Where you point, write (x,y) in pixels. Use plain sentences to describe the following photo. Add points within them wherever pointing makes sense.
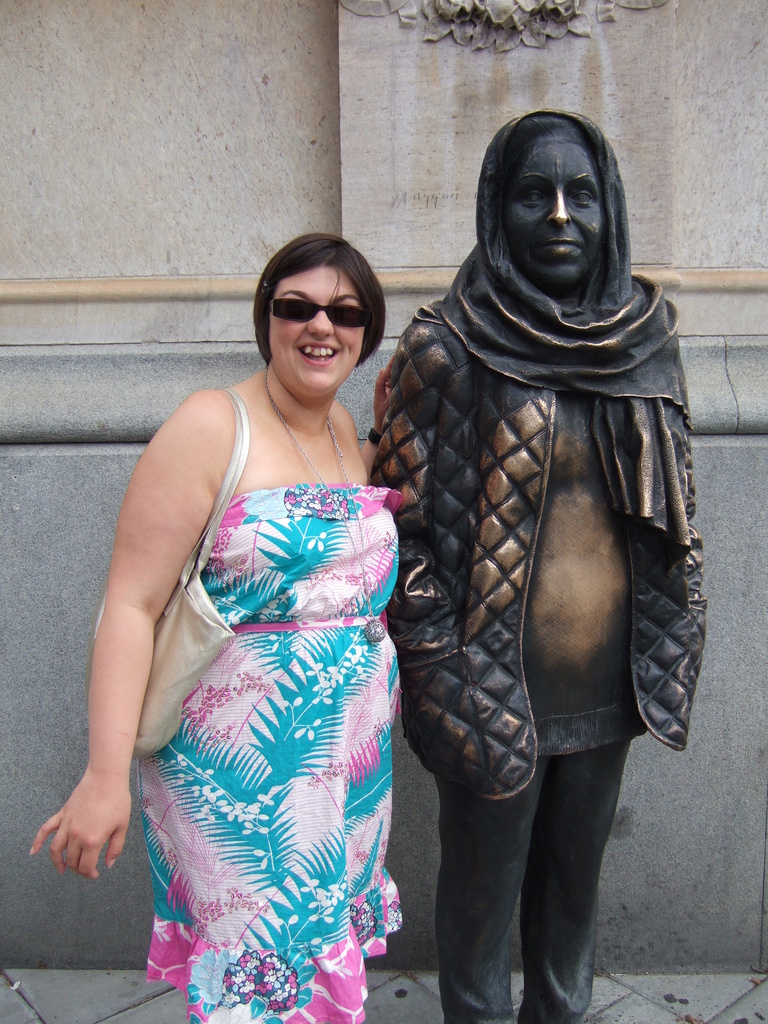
In the center of the image (360,539) a lady (337,504) is standing and wearing big, goggles (302,313). On the right side of the image (576,410) a statue (512,467) is there. In the background of the image (237,160) we can see the wall (756,536). At the bottom of the image (387,1002) we can see the ground (410,980).
